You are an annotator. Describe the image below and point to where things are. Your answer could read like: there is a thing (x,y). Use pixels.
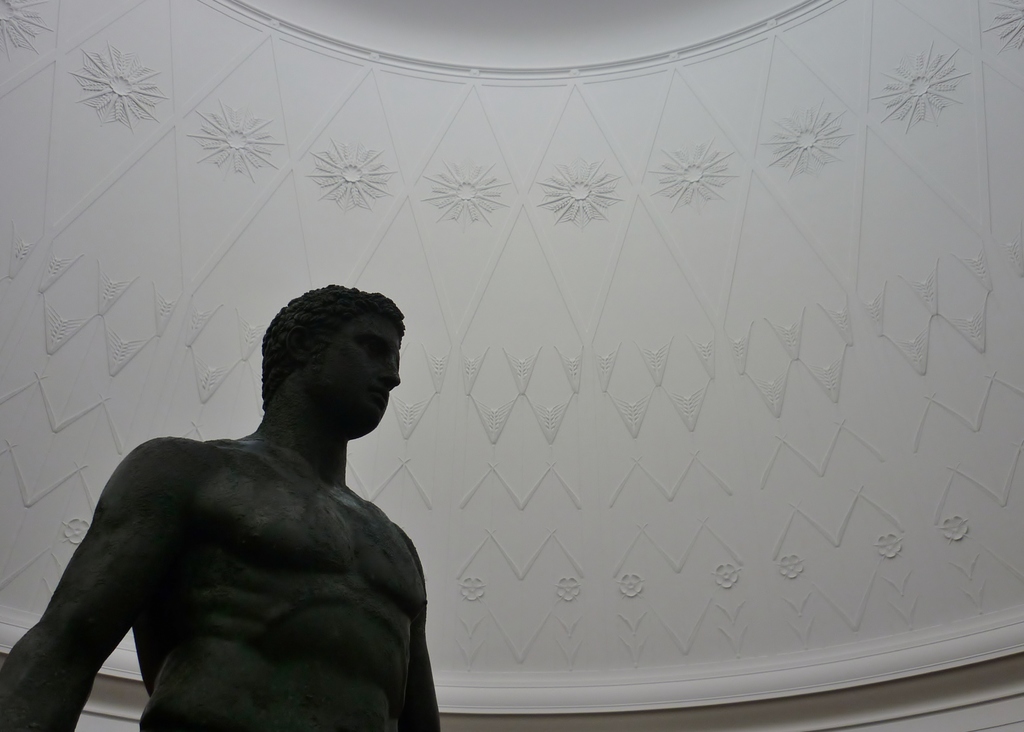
In the picture I can see a statue (323,522) of a person (329,559). In the background (187,343) I can see a white color wall (570,218) which has designs (599,218).
